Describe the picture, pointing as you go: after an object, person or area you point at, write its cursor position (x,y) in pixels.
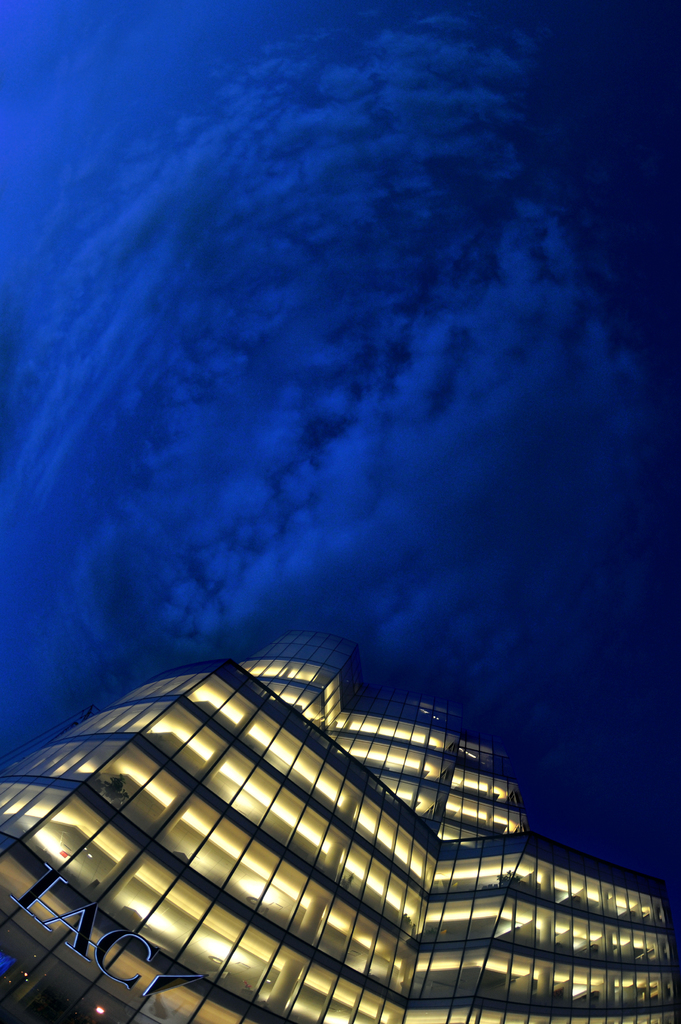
In this image, we can see a building (165,955) with some text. We can also see the sky (266,390).
